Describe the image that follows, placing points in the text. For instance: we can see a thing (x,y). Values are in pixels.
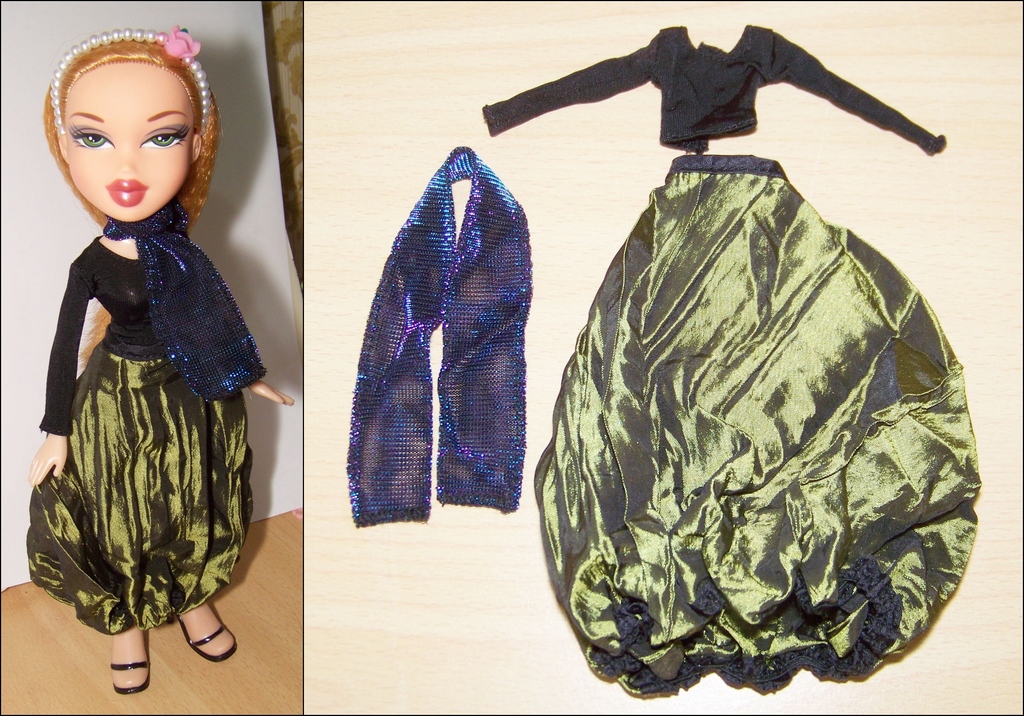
This picture is a collage of two images. In the first image I can observe a doll (110,297). I can observe black and green color dress (114,392) on the doll (111,258). In the second image I can observe a dress (613,430) placed on the cream color surface (655,185).
